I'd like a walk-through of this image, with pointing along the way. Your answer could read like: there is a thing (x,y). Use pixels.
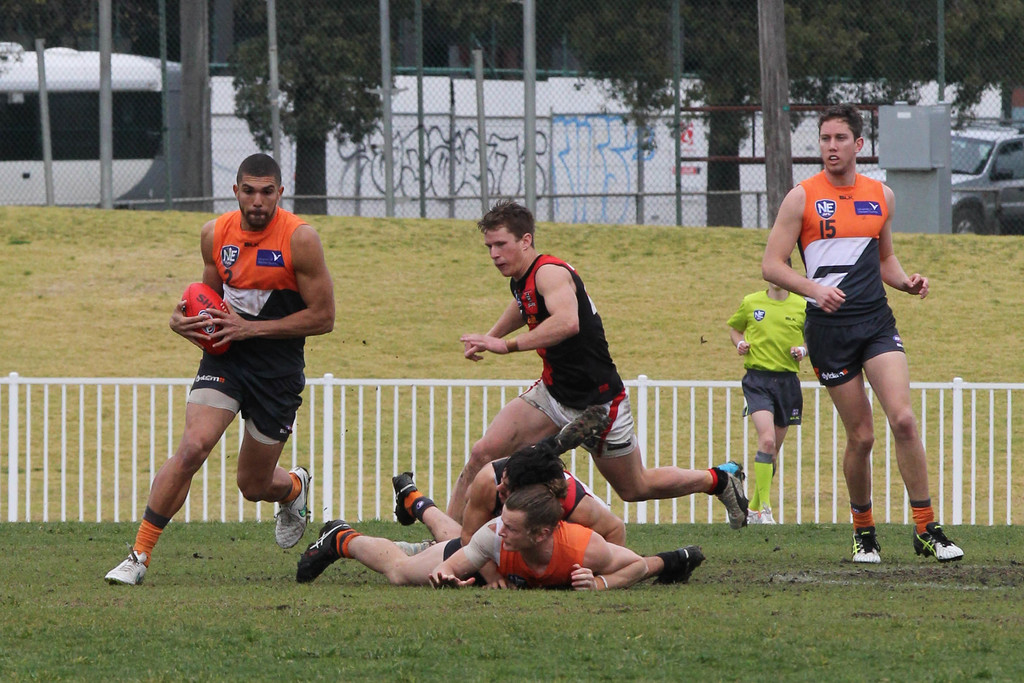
In this image, we can see people (827,197) wearing sports dress (564,500) and one of them is holding a ball (216,331). In the background (100,379), there is a railing (674,438) and we can see trees (353,86), poles (101,86), vehicles (994,191) on the road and we can see some text (491,137) on the wall (458,132) and there is a fence (285,203).
